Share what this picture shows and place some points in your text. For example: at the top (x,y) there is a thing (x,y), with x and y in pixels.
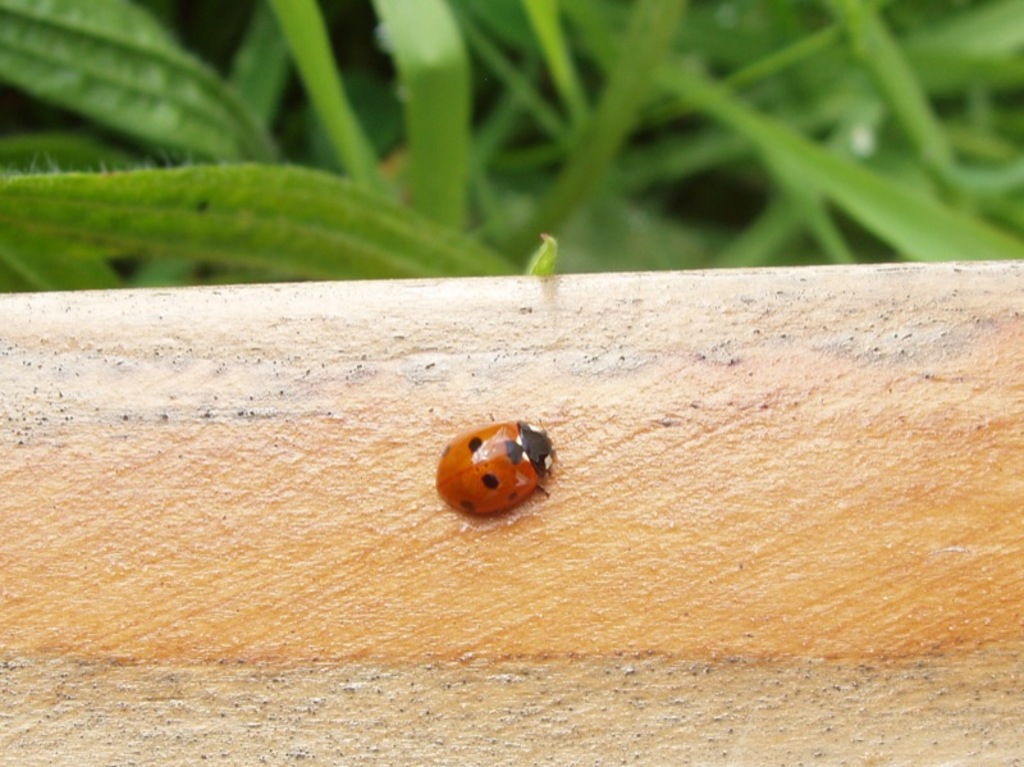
There is a bug (487,460) on a surface (544,547). In the back (390,149) there are leaves (582,96).
